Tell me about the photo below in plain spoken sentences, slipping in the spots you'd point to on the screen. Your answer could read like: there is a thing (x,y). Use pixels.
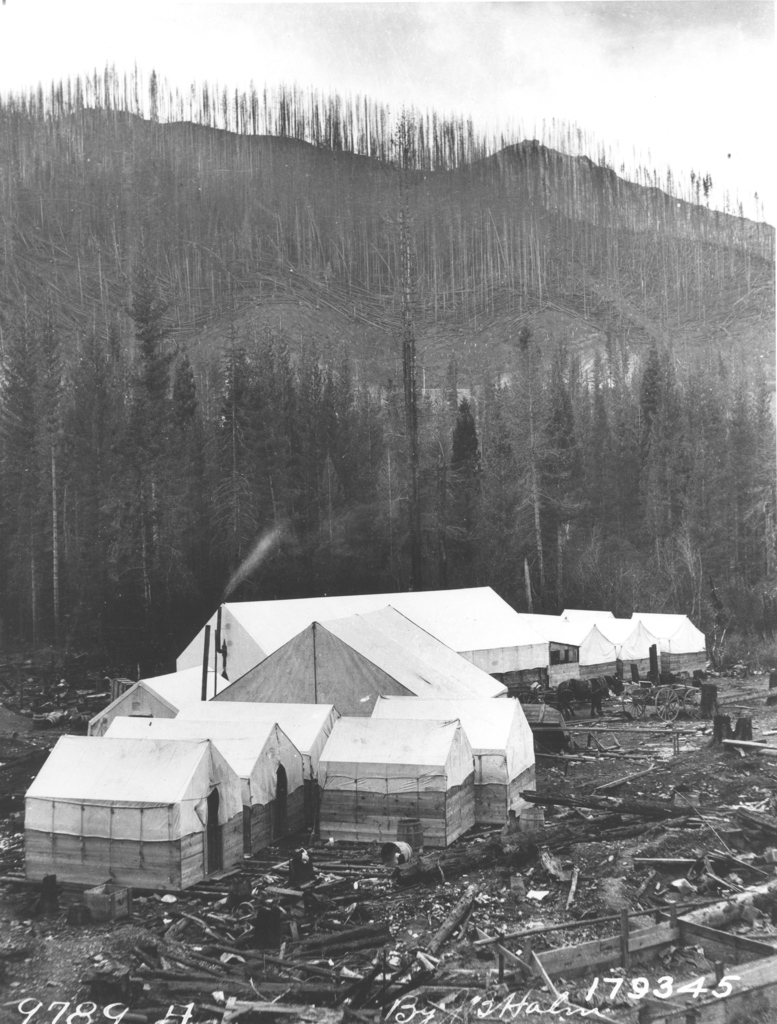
On the bottom left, there is a watermark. On the bottom right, there is a watermark (593,983). In the background (619,566), there are buildings (196,695) having roofs (468,588), woods (728,731) and trees (55,515) on the ground (119,925), there are mountains (563,248) and there are clouds (632,59) in the sky (87,34).
